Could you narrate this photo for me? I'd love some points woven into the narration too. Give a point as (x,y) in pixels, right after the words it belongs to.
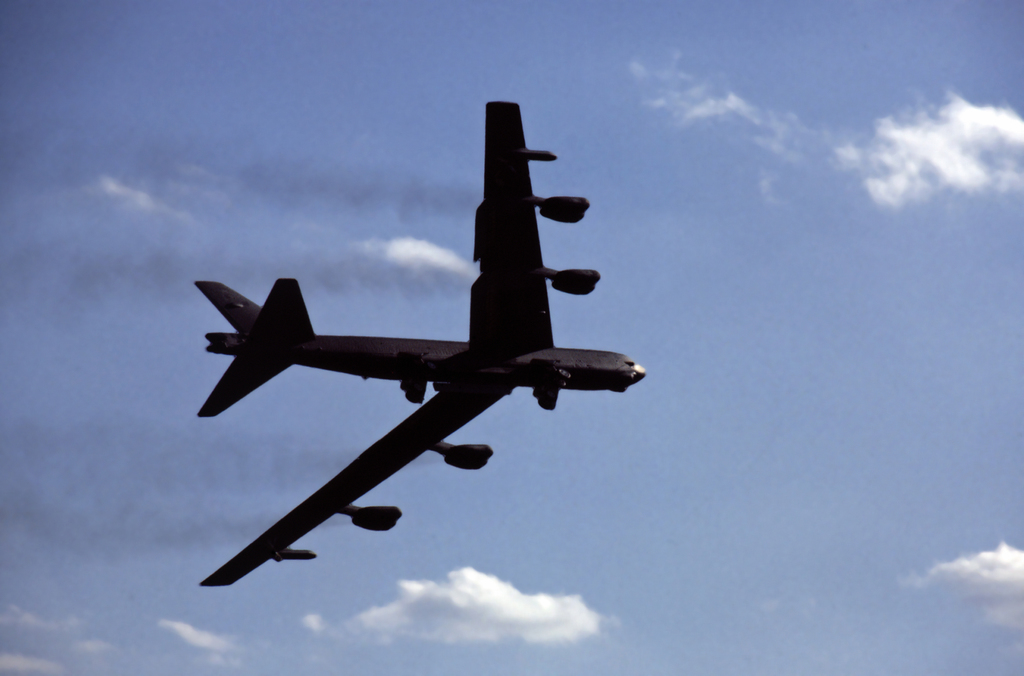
In this picture, we see aeroplane (243,324) which is flying in air (369,135). Behind that, we see sky (275,107) which is blue in color and we even see clouds (474,586).
